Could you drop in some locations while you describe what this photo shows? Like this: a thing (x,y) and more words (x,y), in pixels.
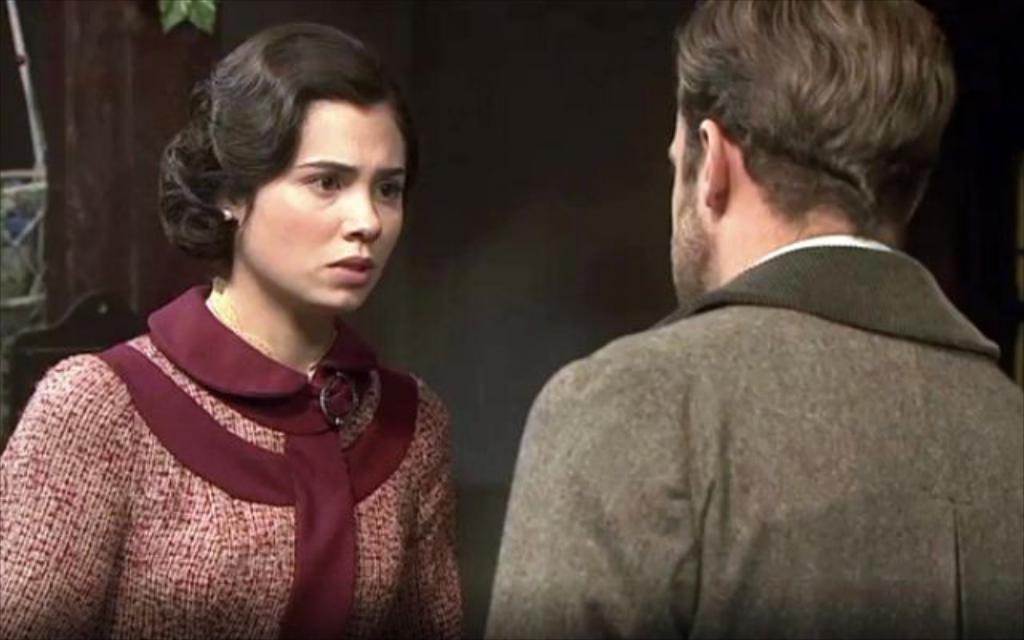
In this image in the center (656,395) there is one man (673,345) and one woman (367,530) who are standing and they are talking, in the background (426,158) there is a wall (426,269).
